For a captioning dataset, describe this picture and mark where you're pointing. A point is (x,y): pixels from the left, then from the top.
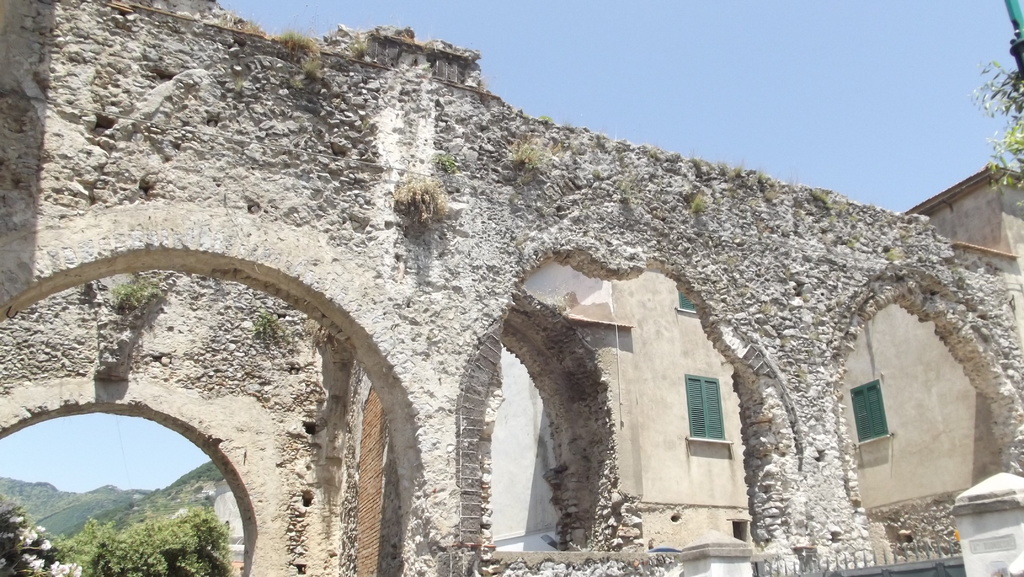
In the center of the image (653,376) we can see one building (606,386) with windows (702,376), pillars (585,499) and arches (570,496). At the top right side of the image (1017,41), we can see leaves (985,112) and some object (1016,1). In the background (992,21), we can see the sky (747,16), hills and trees (202,557).
